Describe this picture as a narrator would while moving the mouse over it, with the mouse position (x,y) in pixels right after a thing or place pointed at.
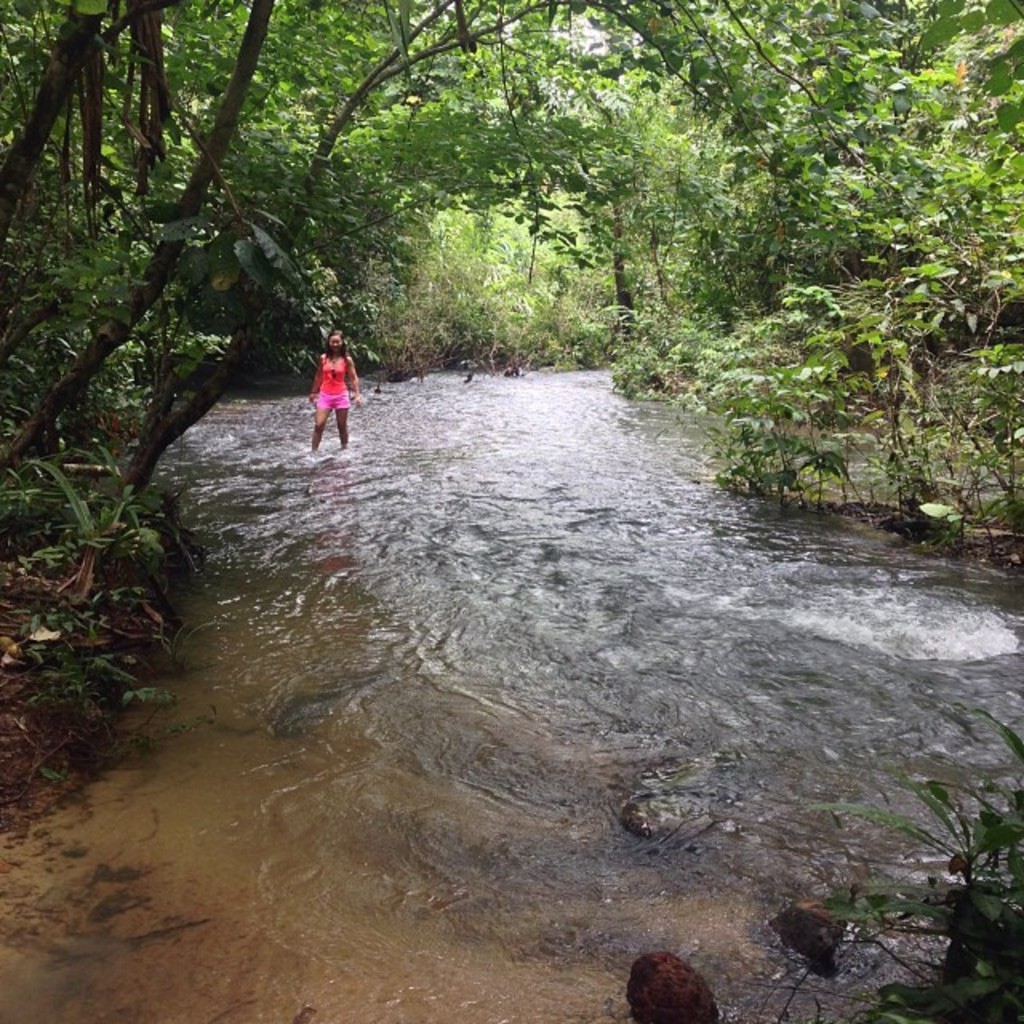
This picture shows a woman (342,413) standing in the water (500,423) and we see trees (27,12).
